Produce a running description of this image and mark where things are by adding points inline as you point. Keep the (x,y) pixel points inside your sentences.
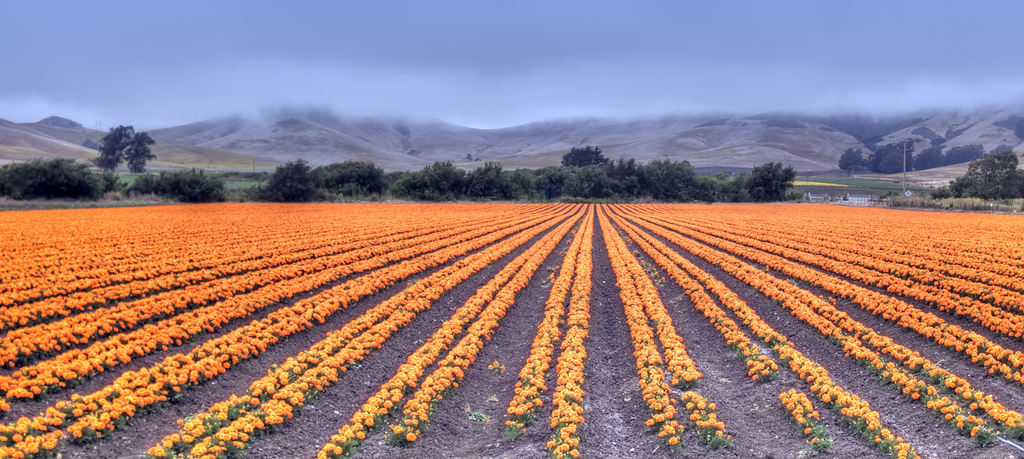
In this image we can see a group of flowers (740,346) and plants (332,295). Behind the flowers (324,300) we can see a group of trees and mountains (518,160). At the top (573,69) we can see the sky (444,64).
